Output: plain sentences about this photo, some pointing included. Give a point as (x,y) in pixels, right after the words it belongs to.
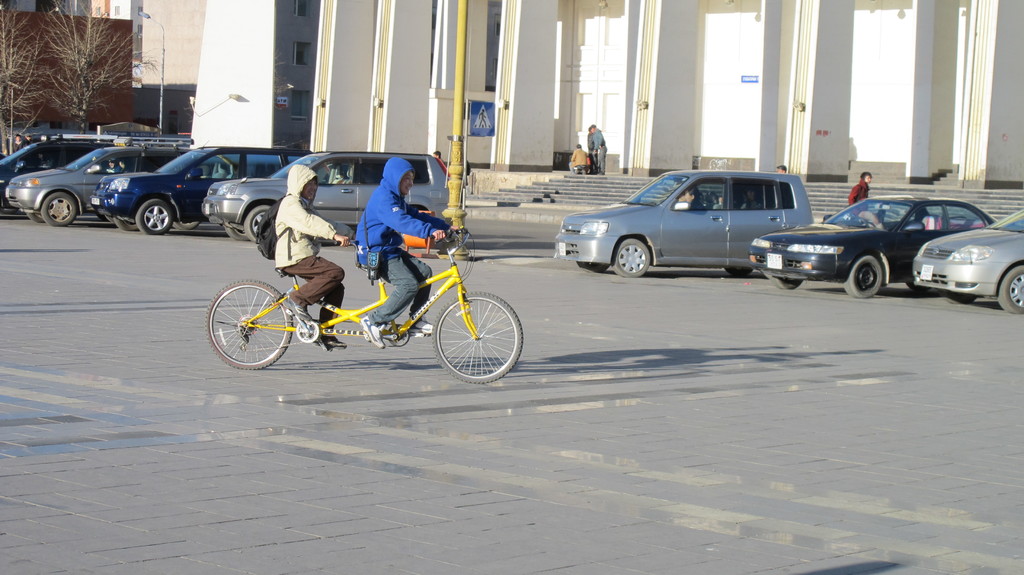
In the image we can see there are many vehicles (885,239) and the people (868,184), they are wearing clothes (383,309) and two of them (422,301) are riding on a bicycle (445,318). Here we can see building (285,53), light pole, stairs (579,183), road (136,313) and trees (26,52).
